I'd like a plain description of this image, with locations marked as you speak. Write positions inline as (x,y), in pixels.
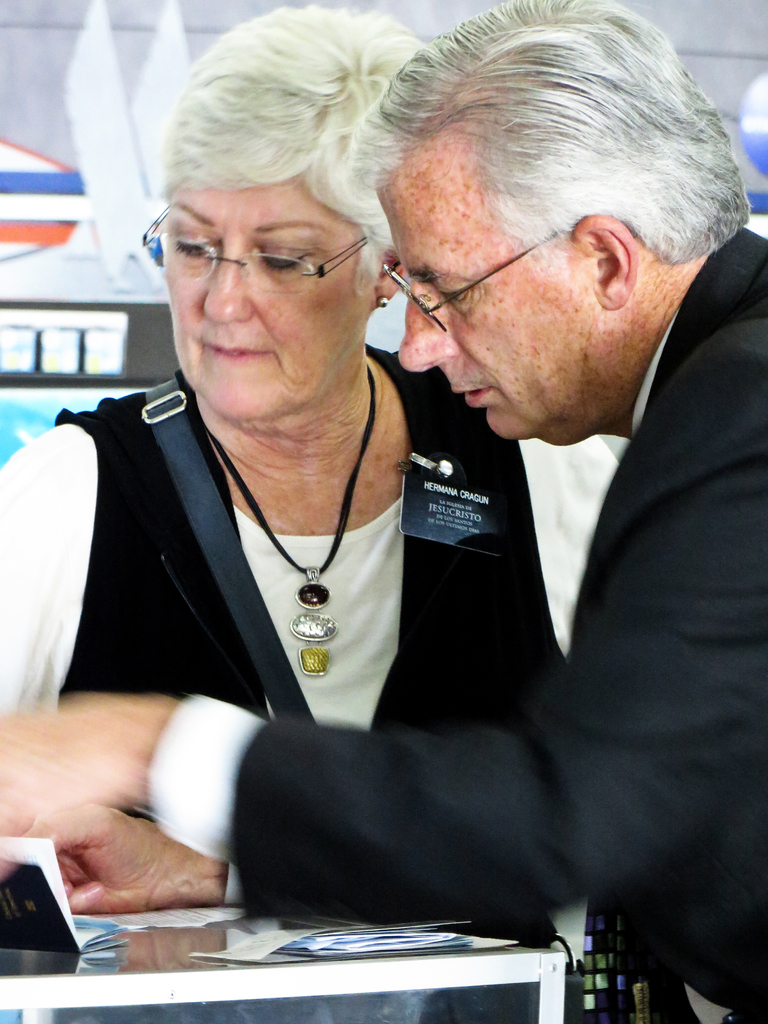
In the foreground of this picture (291,507) we can see the two persons (447,383) and there are some objects (239,943) placed on the top of the table (421,990). In the background (86,96) we can see many other objects (84,92).
